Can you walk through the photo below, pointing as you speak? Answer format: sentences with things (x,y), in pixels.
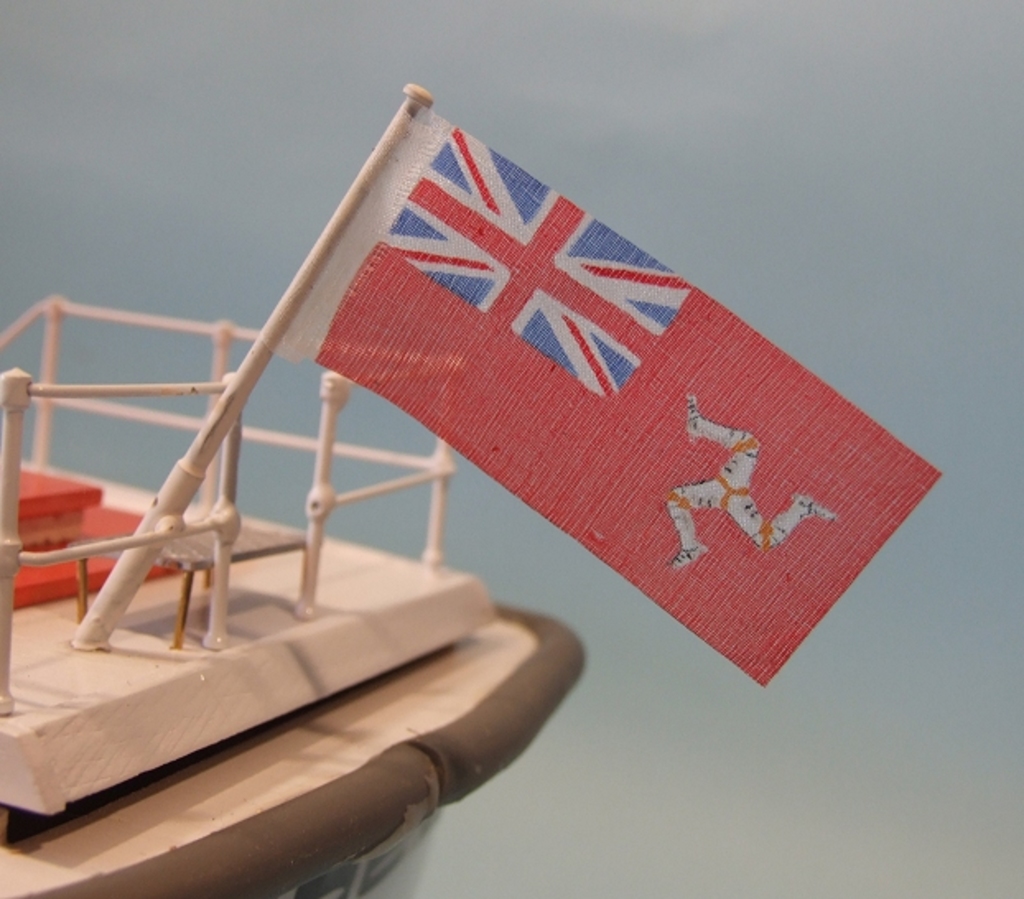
In this picture I can see a flag (285,352) on the toy ship (226,408), and there is blur background (29,105).
